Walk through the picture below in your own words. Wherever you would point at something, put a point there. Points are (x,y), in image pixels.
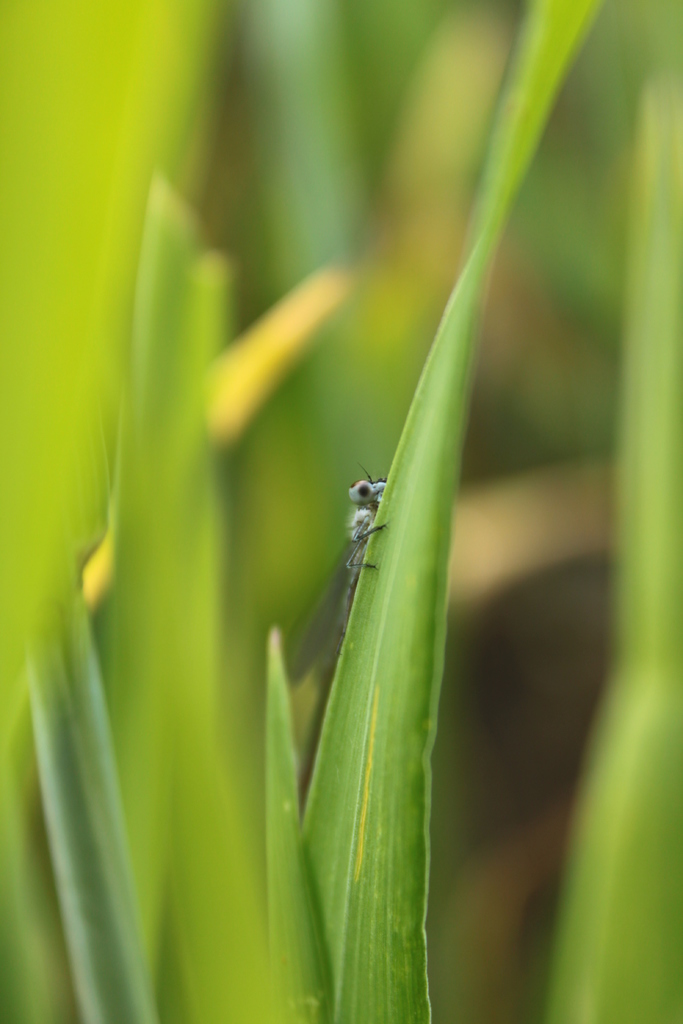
We can see insect (382,497) on green leaf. In the background (263,490) it is blur and green.
